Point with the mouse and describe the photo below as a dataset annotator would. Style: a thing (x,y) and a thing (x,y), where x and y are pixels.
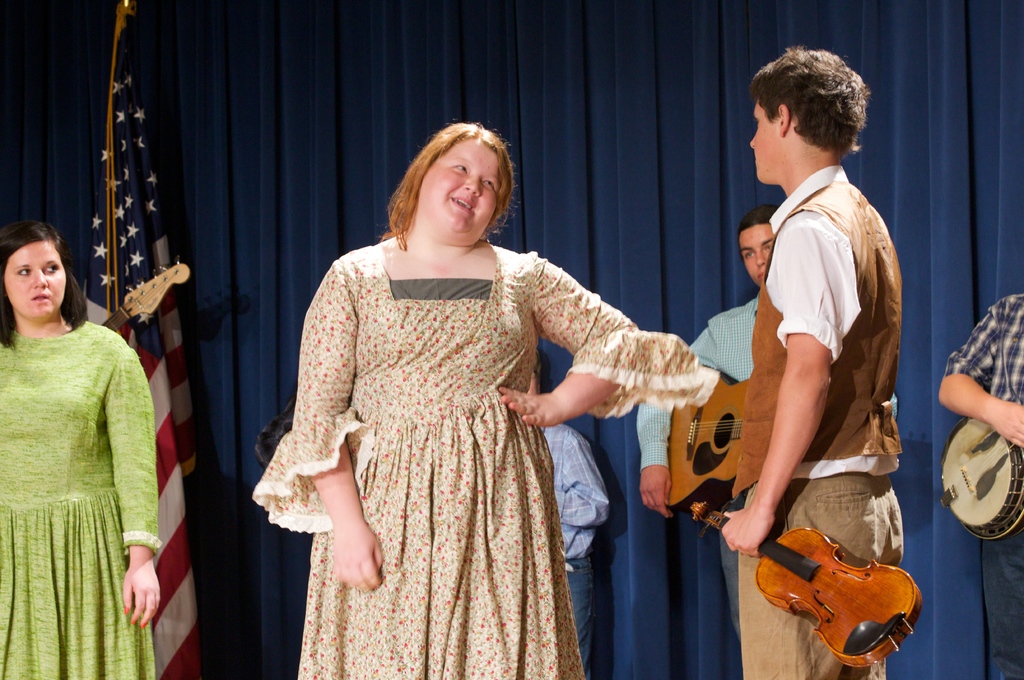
In this picture we can see some persons (490,319) are standing here. He is holding a guitar (842,601) with his hand (766,519). And she is smiling. On the background (588,113) we can see a curtain (639,130). And this is the flag (128,190).
